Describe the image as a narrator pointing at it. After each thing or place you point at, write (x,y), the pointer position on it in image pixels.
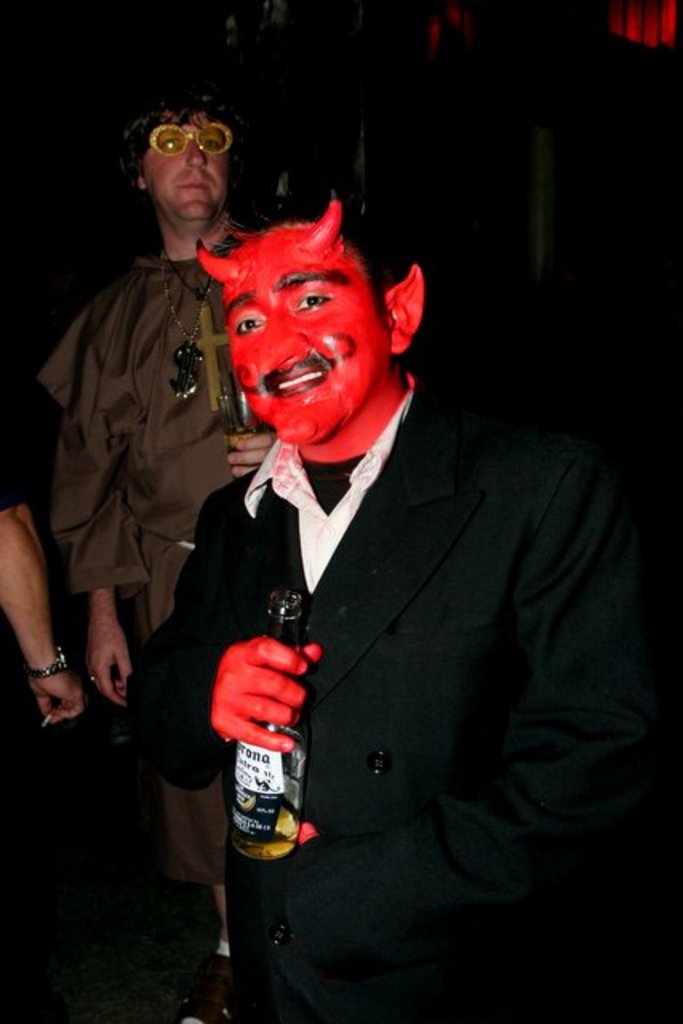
In the picture we can see a man (398,886) standing and holding a beer bottle (285,766) and he is with a red color paint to his face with two horns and broad ears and he is wearing a black color blazer (149,650), with shirt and behind him we can see another person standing and holding a glass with wine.
